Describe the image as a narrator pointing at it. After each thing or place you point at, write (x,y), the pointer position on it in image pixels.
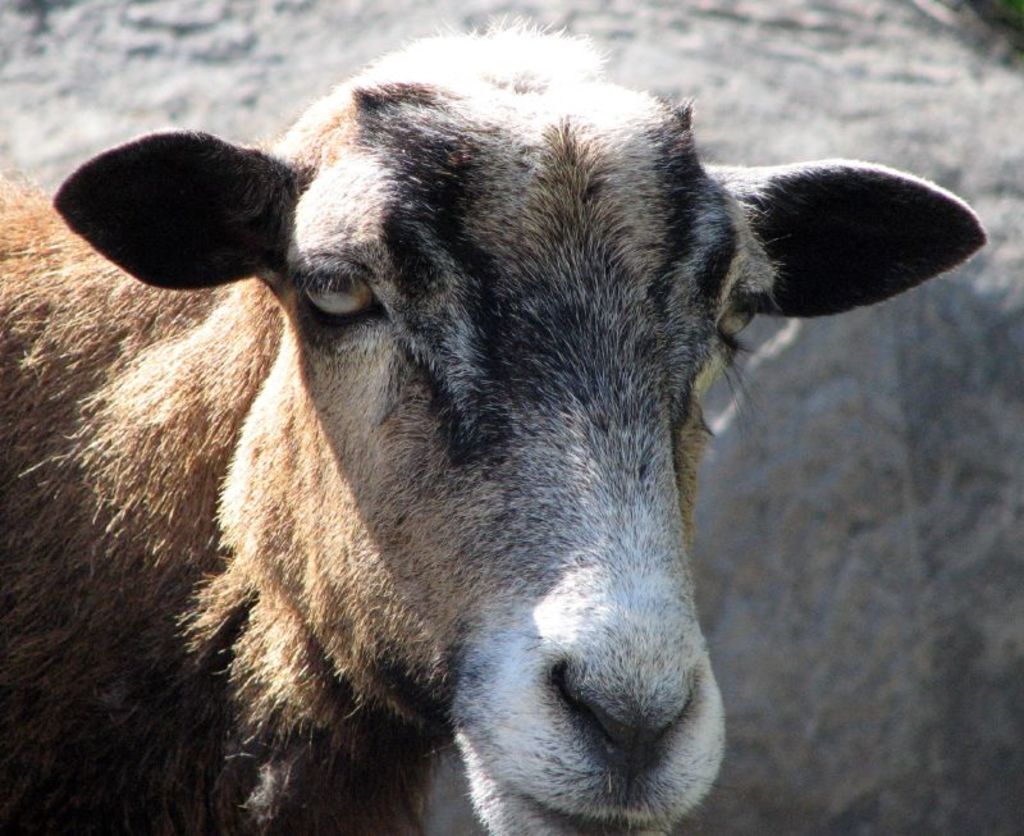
In this image we can see an animal (253,353). In the background (930,423), we can see the wall (795,734).
